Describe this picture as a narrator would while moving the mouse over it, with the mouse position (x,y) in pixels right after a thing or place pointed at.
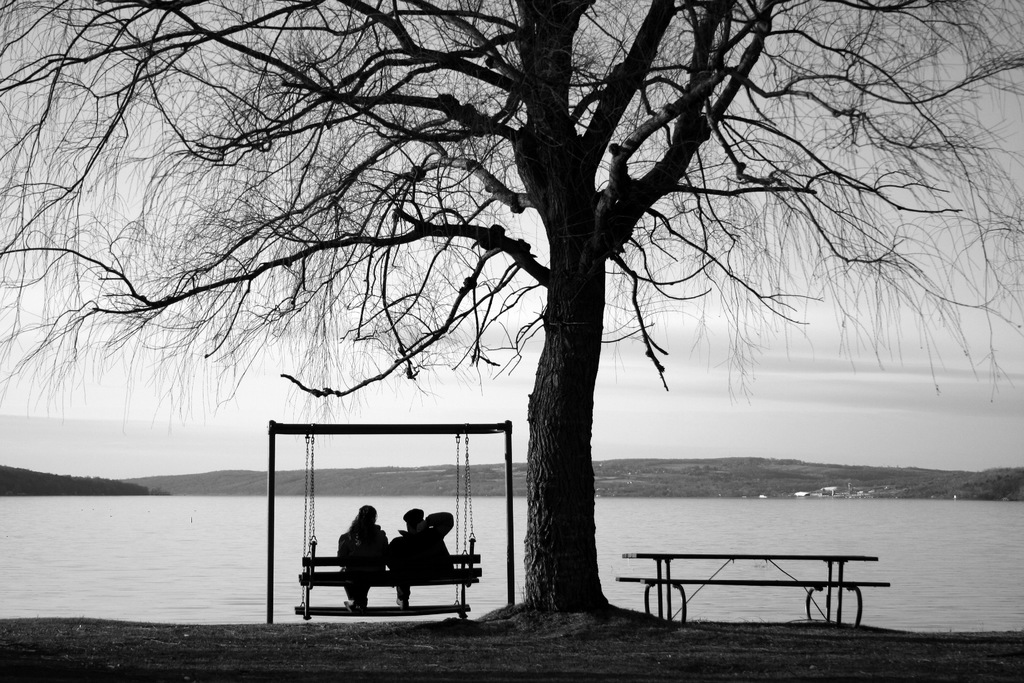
In this image I can see two persons (423,541) sitting on the swing (471,551), I can also see a dried tree (361,113). Background (1002,560) I can see water (948,540), and the sky (805,432) is in white color.
